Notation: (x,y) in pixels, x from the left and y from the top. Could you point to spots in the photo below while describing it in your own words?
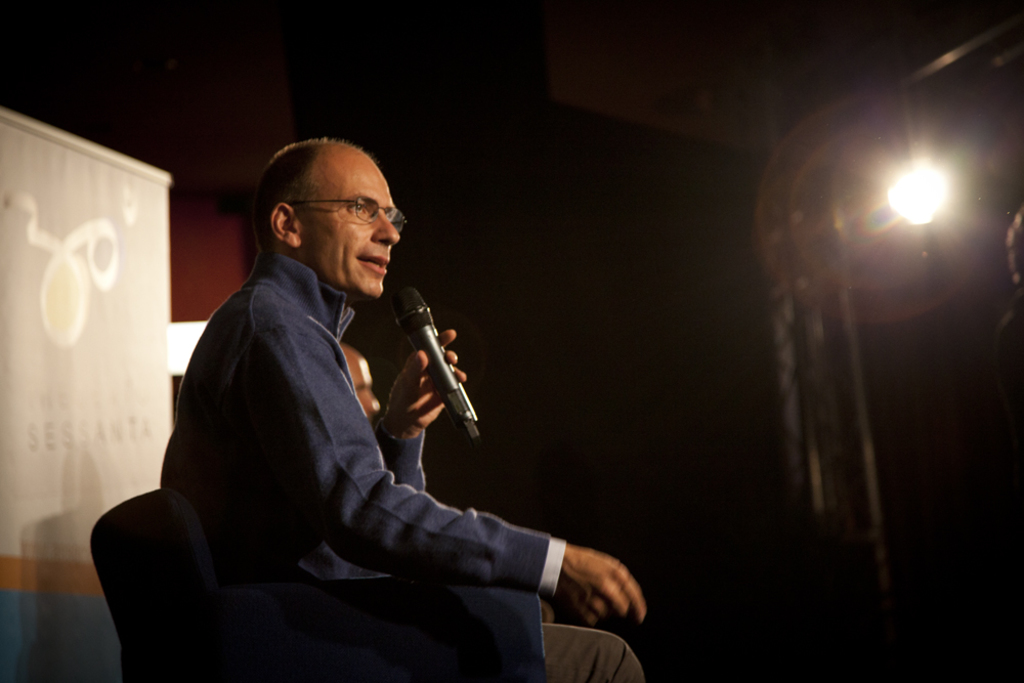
This picture shows a man (342,361) sitting in the chair (438,594), holding a mic (434,362) in his hand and speaking. In the background (932,211) there is a light (931,188) here.
